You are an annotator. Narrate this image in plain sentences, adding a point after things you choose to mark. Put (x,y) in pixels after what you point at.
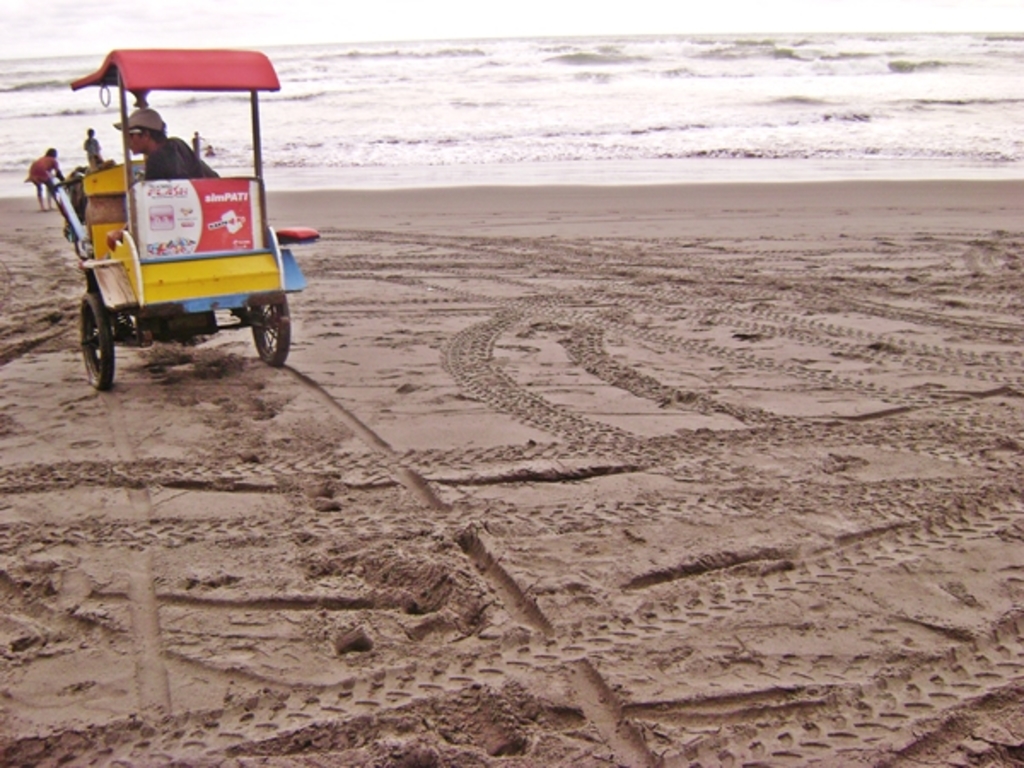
As we can see in the image there is cart (169,192), few people (93,152), sand (468,381) and water (574,134).
